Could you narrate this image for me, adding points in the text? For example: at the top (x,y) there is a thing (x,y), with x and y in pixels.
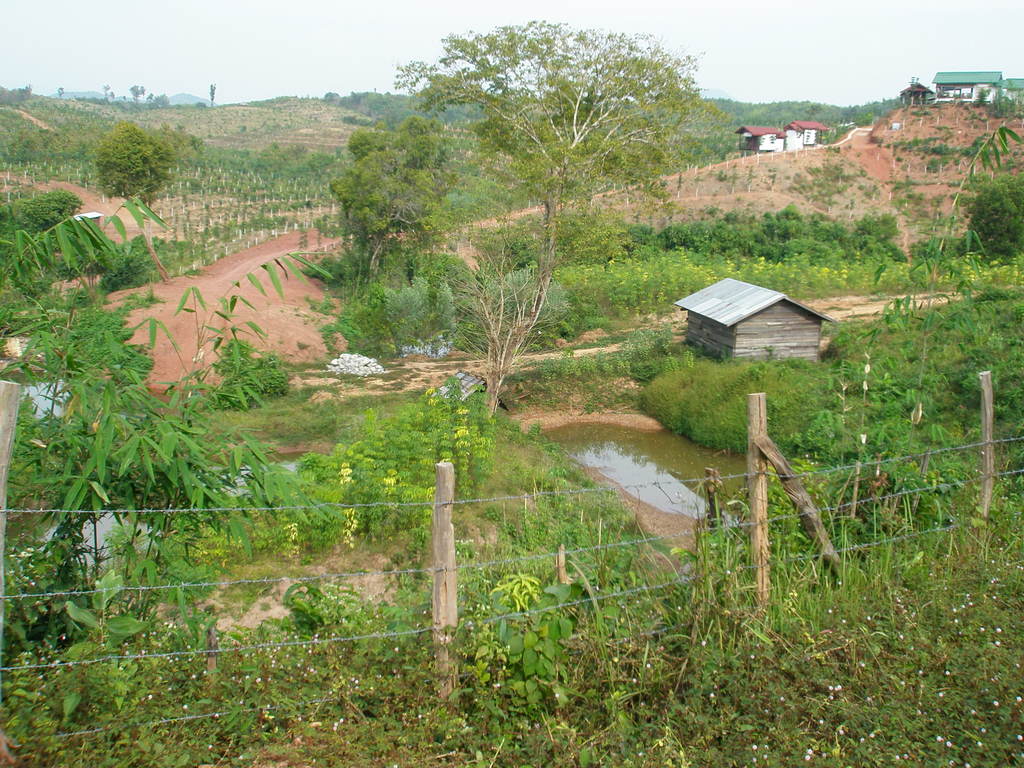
In the foreground of the image (877,545) we can see a fence (627,543) with poles (987,460). In the center of the image (621,432) we can see a building (768,316) and a pond (656,459) with water (639,464). In the background (786,135), we can see a group of trees (999,102), buildings (781,147), mountains (17,114) and the sky (348,35).
